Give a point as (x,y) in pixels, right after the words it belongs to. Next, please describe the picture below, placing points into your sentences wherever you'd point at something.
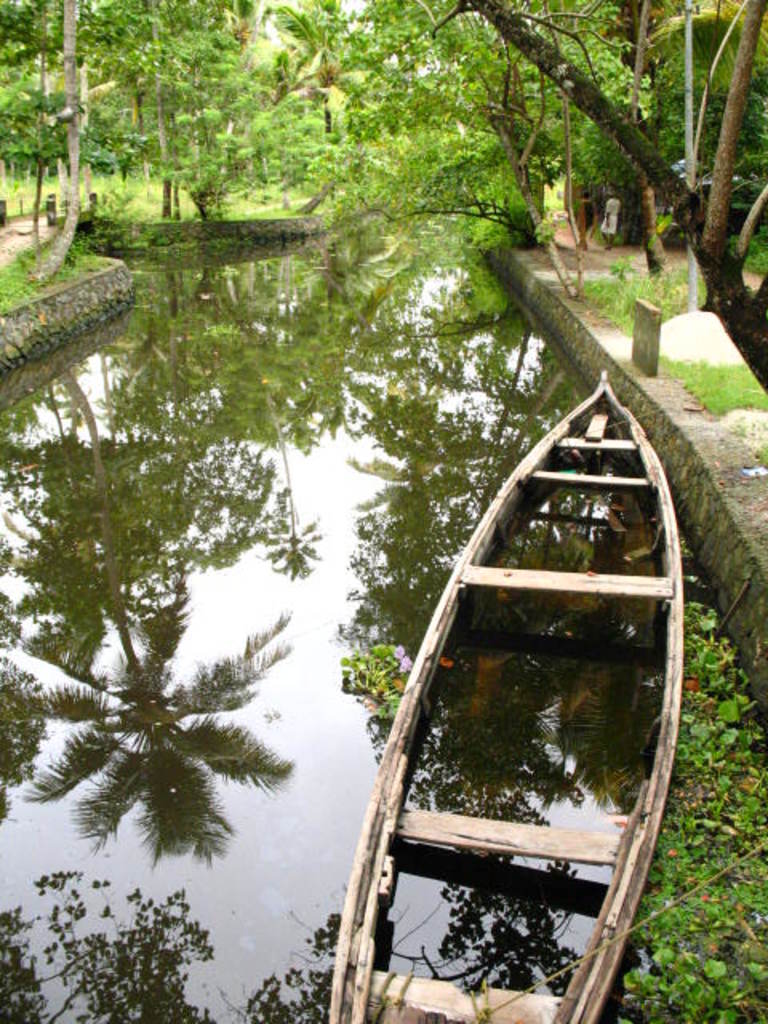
In this image we can see the wooden canoe (673,633) in the water (573,647) and it is on the right side (648,711). Here we can see the water (348,441). Here we can see a person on the right side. Here we can see the trees (516,44) on the left side (128,4) and the right side (566,160) as well.
